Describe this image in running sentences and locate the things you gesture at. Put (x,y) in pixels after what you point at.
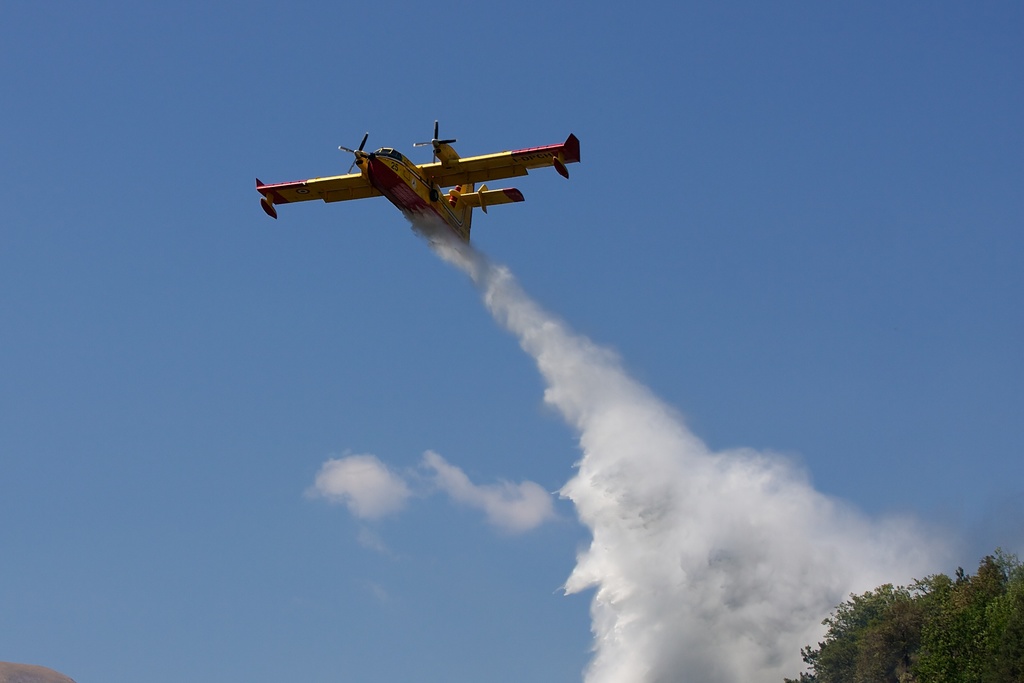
In this picture we can observe an airplane (455,181) which is in yellow color. We can observe water (508,304) coming from this airplane (426,203). On the right side (863,647) there is a tree (959,629). In the background (250,379) there is a sky (262,353).
